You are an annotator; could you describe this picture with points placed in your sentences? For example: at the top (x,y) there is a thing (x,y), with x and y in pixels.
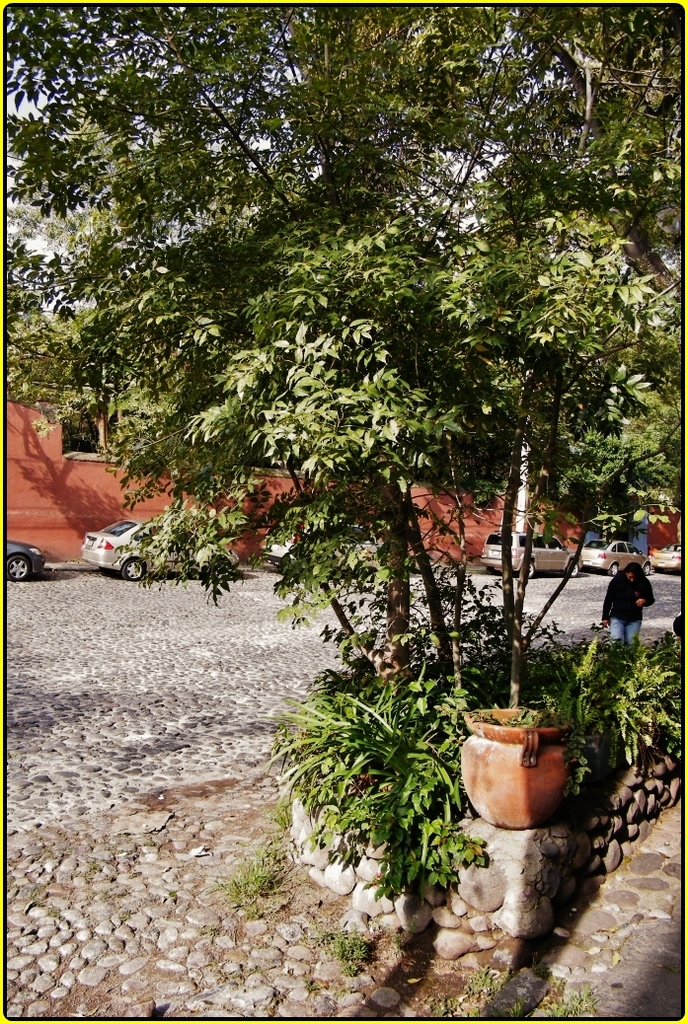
In the foreground of the picture (287,451) they are plants (343,678) and a tree (283,443). On the right (638,599) there is a person (626,584). In the background (233,543) there are cars (621,552) and a building (59,487).
